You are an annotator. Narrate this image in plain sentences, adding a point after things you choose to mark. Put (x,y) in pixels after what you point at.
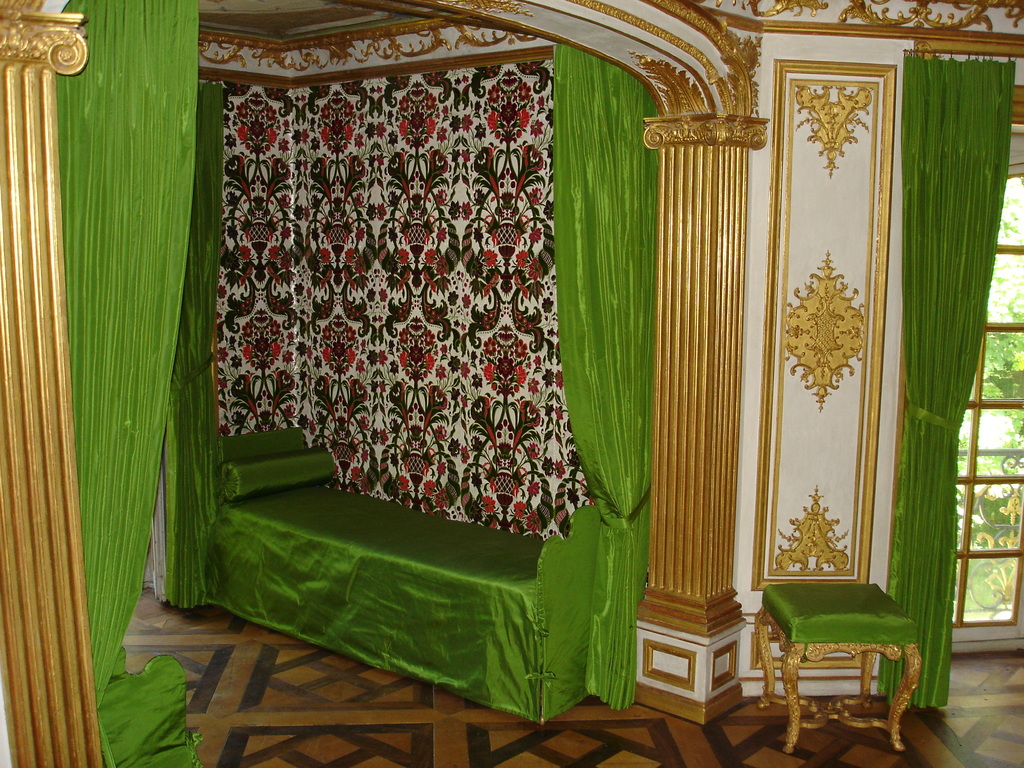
Here we can see a sofa (480,555), pillow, chair (796,708), and curtains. This is floor (509,748). In the background (523,290) we can see a wall (401,323).
